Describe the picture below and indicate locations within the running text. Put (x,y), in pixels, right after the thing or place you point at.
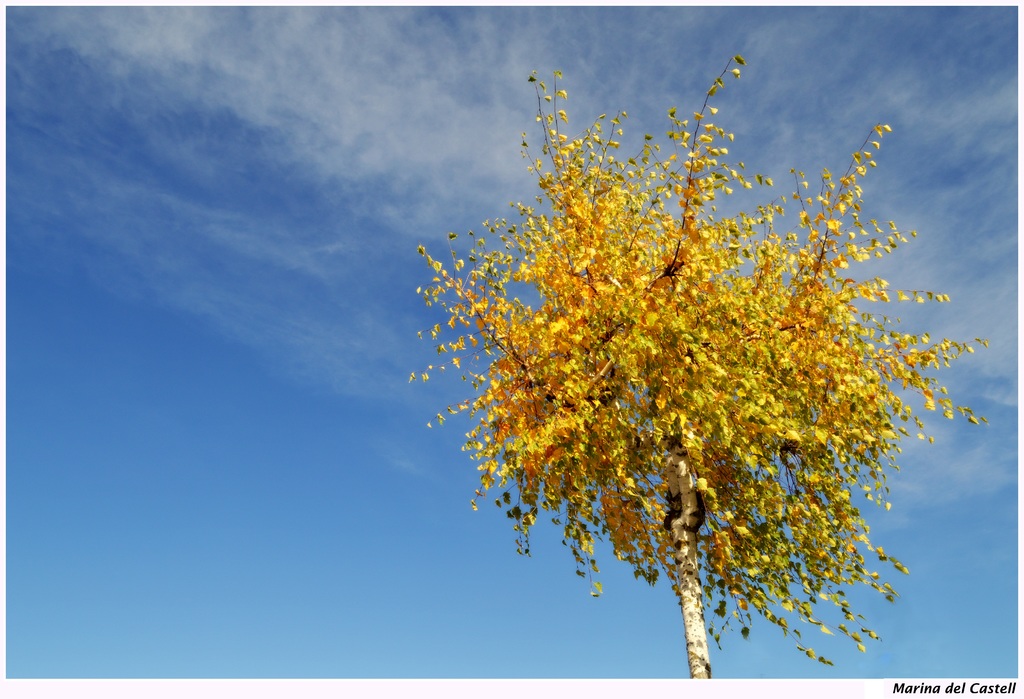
In this picture, we see a tree (696,465). It is in yellow color. In the background (223,373), we see the sky (281,310), which is blue in color.
